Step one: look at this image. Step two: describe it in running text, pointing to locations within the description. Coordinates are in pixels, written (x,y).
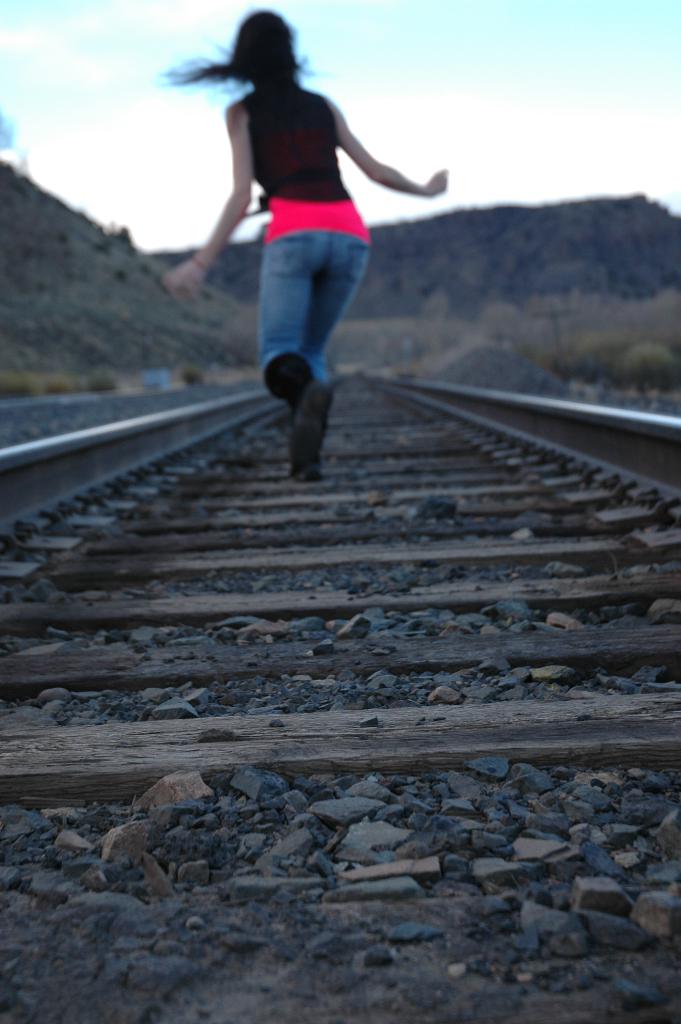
Here in this picture we can see a woman (326,369) running on the railway track (80,465) present over there and we can see plants (606,368) on either side and we can see mountains (446,265) present over there.
